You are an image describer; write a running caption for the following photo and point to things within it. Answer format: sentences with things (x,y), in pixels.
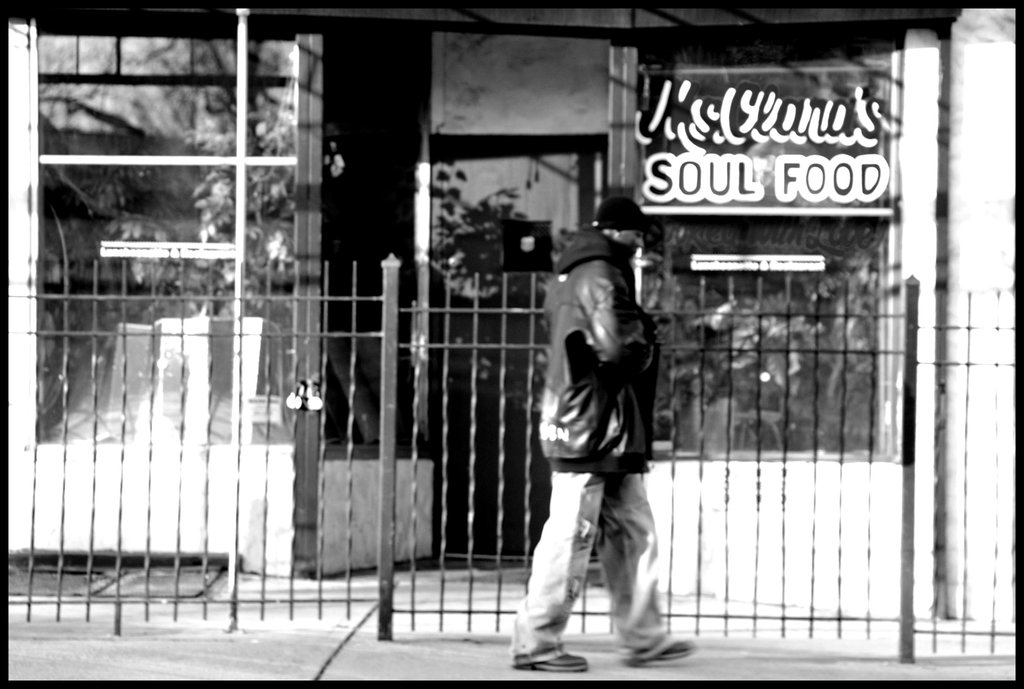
This is a black and white image. Here I can see a person (605,377) wearing jacket (597,319), cap (616,204) on the head (602,211) and walking on the road (802,641) towards the right side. In the background (203,418) there is a railing (310,403) and a building (226,172).
